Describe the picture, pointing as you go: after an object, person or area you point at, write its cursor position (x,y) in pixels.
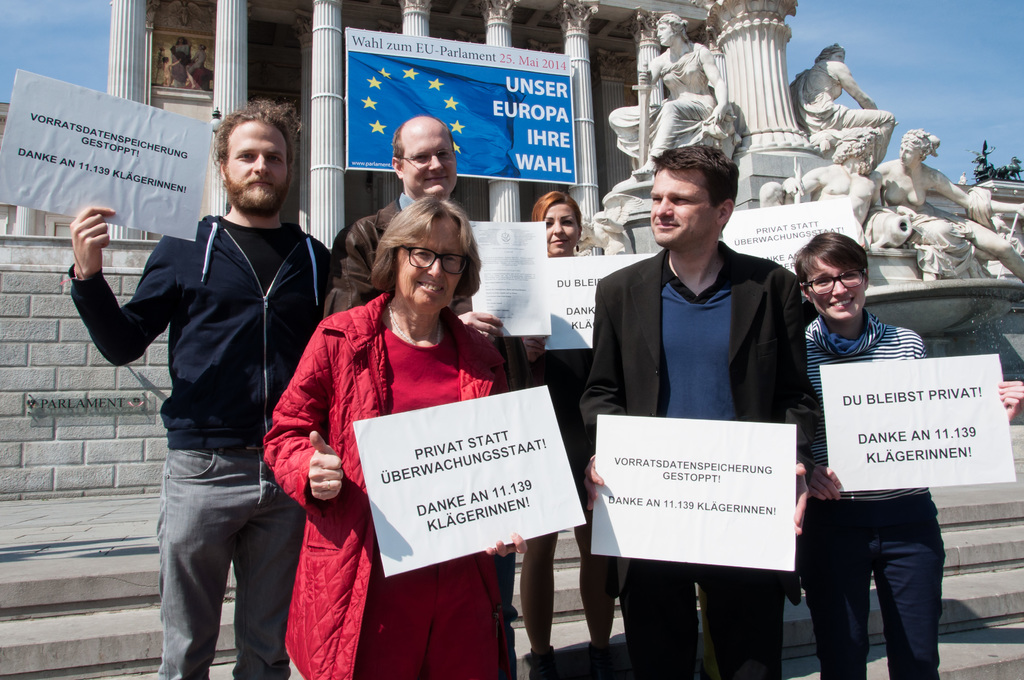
In this picture I can see six persons (700,329) standing and holding boards (772,468), there are sculptures (1006,226), there is a building (460,2) with pillars (506,26), and in the background (948,61) there is the sky (4,22).
